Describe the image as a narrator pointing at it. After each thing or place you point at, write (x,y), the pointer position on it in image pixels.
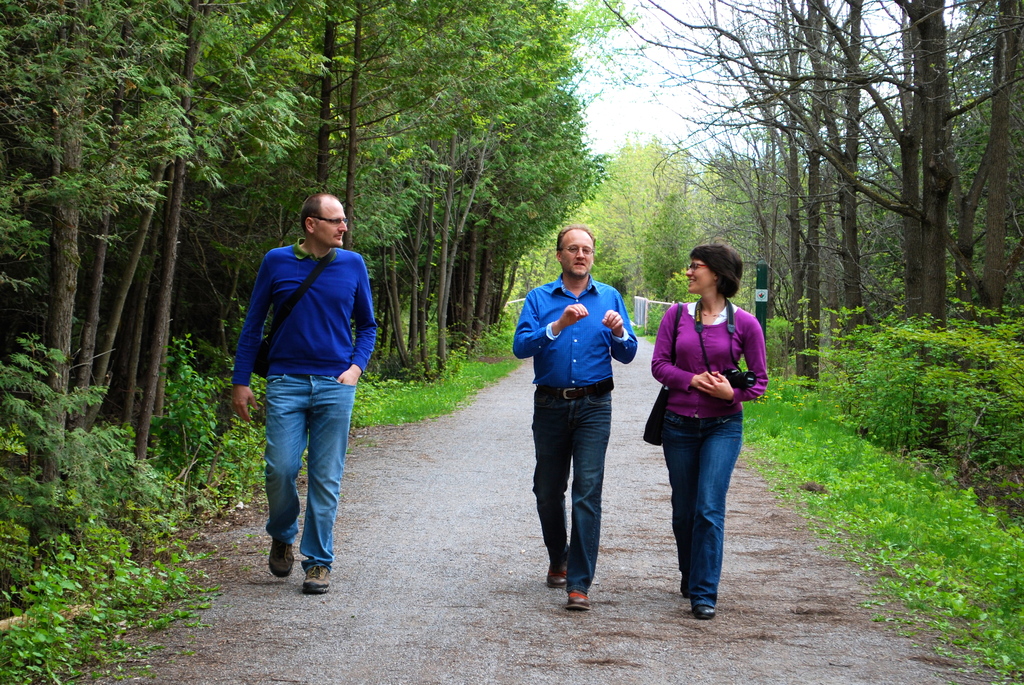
In this picture, we see two men (603,413) and a woman (704,505) are walking on the road (515,559). The woman (709,436) is holding a camera (743,379) in her hands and she is smiling. On either side of the picture, we see the shrubs (863,309) and grass (890,516). There are trees (564,166) in the background (488,22). At the top (714,107), we see the sky (601,113).
